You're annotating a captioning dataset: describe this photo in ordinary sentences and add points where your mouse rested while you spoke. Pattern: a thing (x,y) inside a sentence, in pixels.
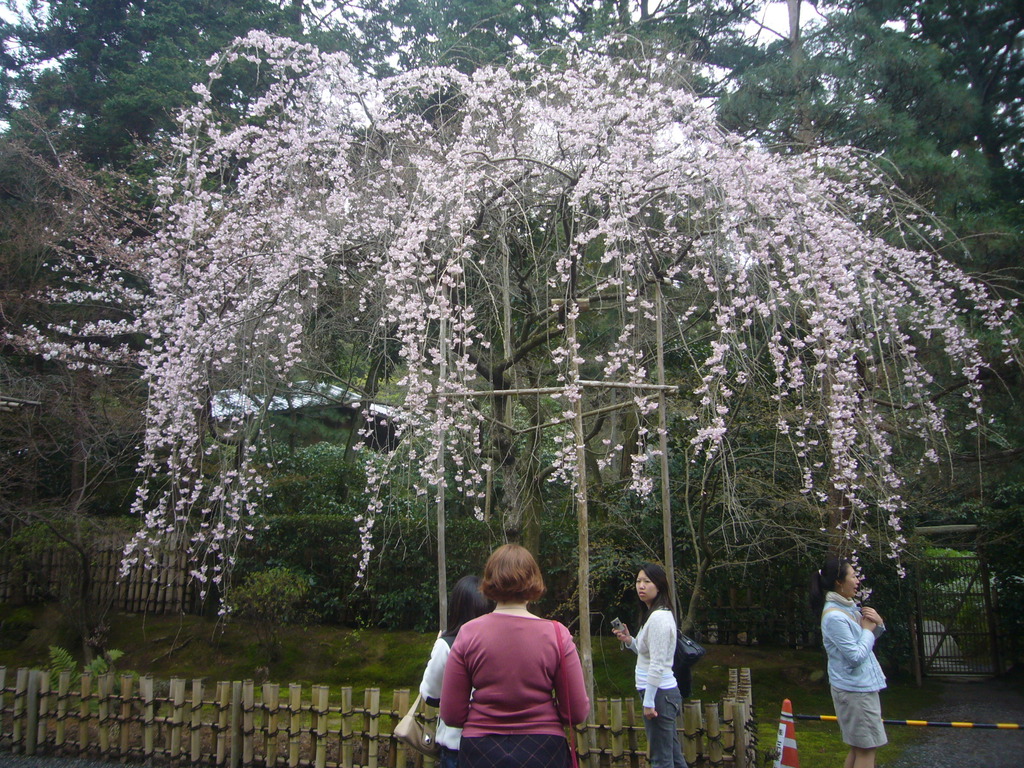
In this image in front (506,749) there are people (497,716). There is a traffic cone (784,708). There is a wooden fence (300,732). There are plants (373,568). On the right side of the image (968,604) there is a gate (962,633). In the background of the image (954,485) there are trees (665,91) and sky (808,10).
